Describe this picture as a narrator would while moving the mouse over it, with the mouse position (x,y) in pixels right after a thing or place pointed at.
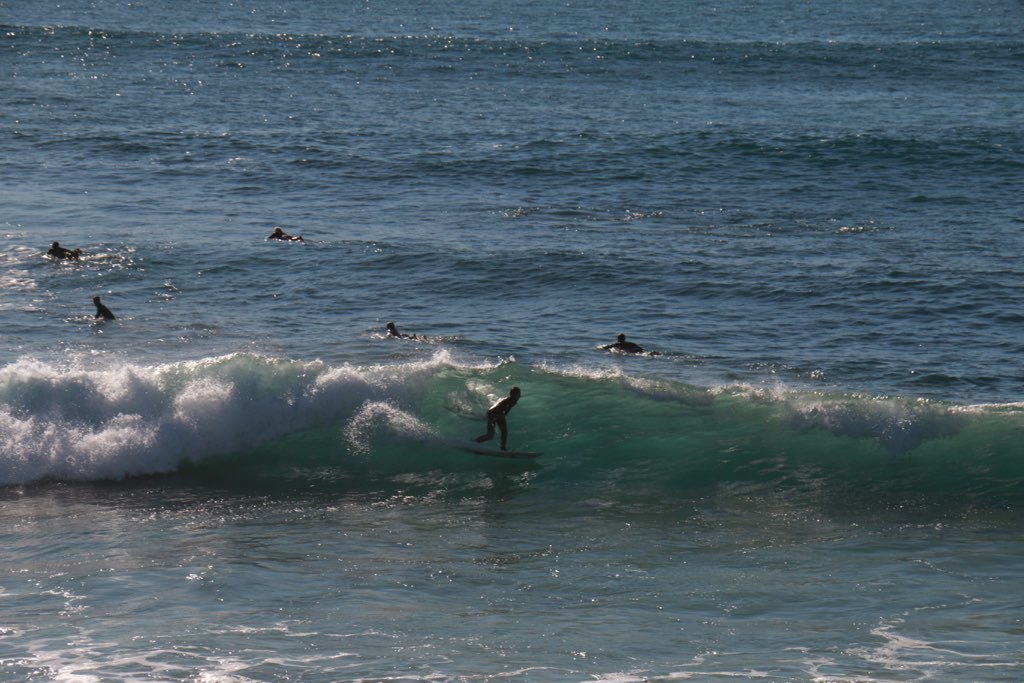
There are few people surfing on the water (536,482). I think this is the sea (411,132) with the water (802,338) flowing. This looks like a wave (196,431).
